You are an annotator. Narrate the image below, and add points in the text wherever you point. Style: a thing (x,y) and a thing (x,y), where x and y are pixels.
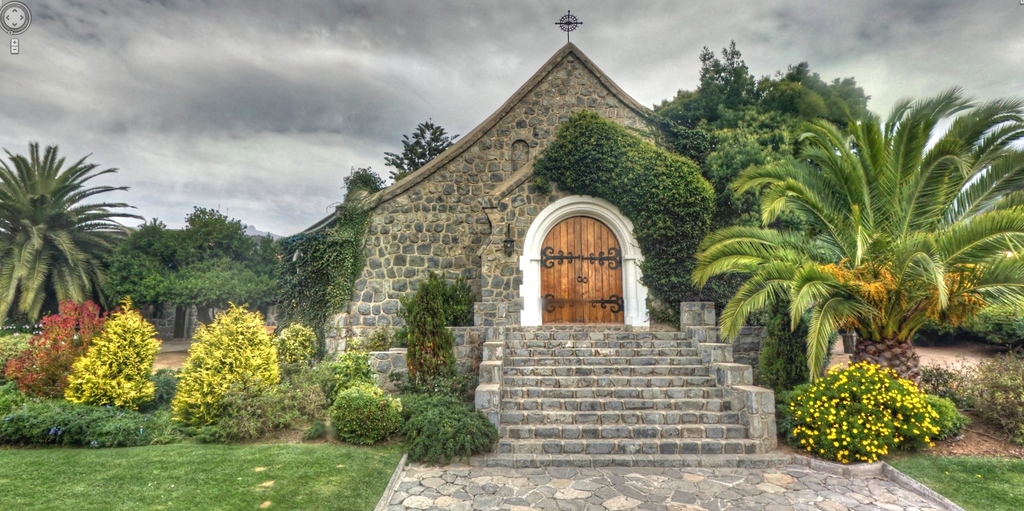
In the foreground of the image (561,243) we can see a building (446,198) with a door (604,267). In front of the building (564,265) we can see a staircase (635,389). On the left side of the image (43,352) we can see group of plants (314,339). On the right side of the image (715,114) we can see group of trees (941,306). In the background (1023,139) we can see the cloudy sky (282,76).
